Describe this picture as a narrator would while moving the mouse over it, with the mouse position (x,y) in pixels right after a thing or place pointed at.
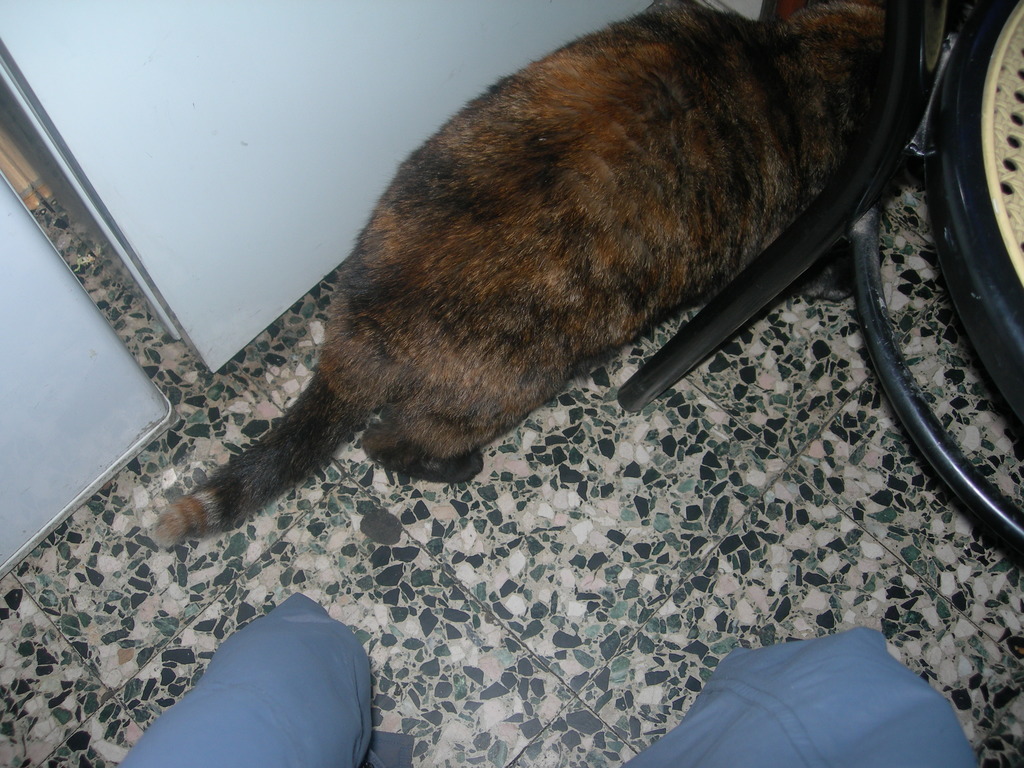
Here we can see a cat (585,333) and chair (984,219).
